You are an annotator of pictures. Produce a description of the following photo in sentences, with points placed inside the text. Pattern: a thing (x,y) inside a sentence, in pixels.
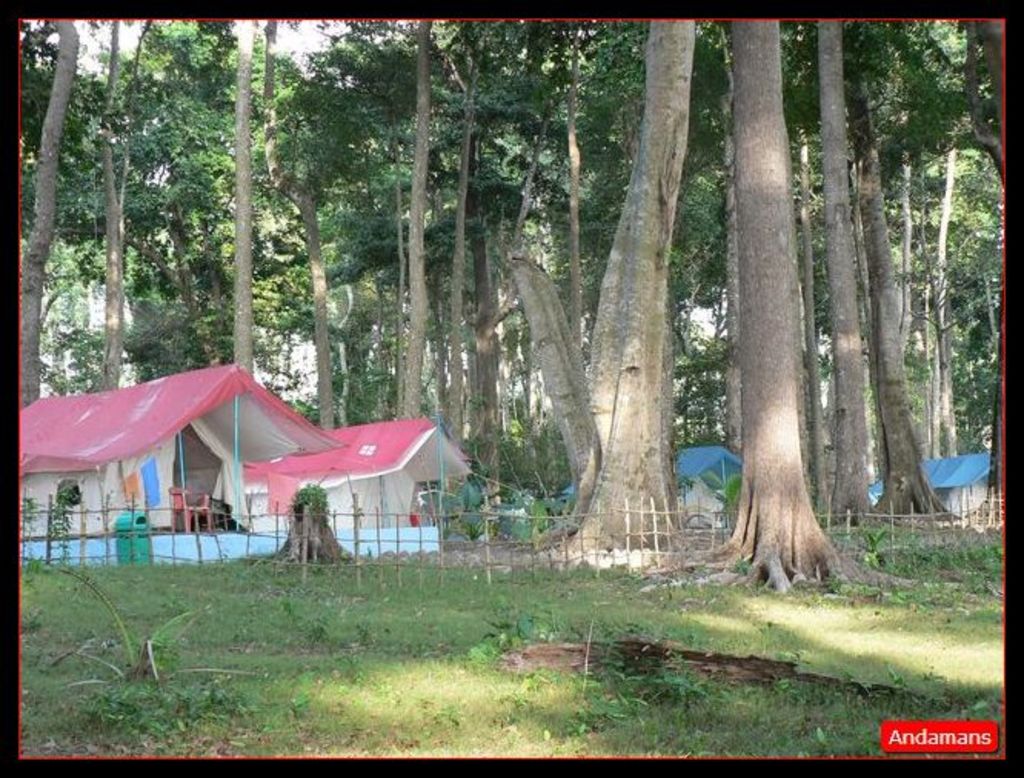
In this image, in the middle (510,488) there are trees (581,441), tents (380,477), fence (450,510), plants (458,520), clothes (147,480), chair (206,514), dustbin (143,528), text (914,726), sky (304,55).
